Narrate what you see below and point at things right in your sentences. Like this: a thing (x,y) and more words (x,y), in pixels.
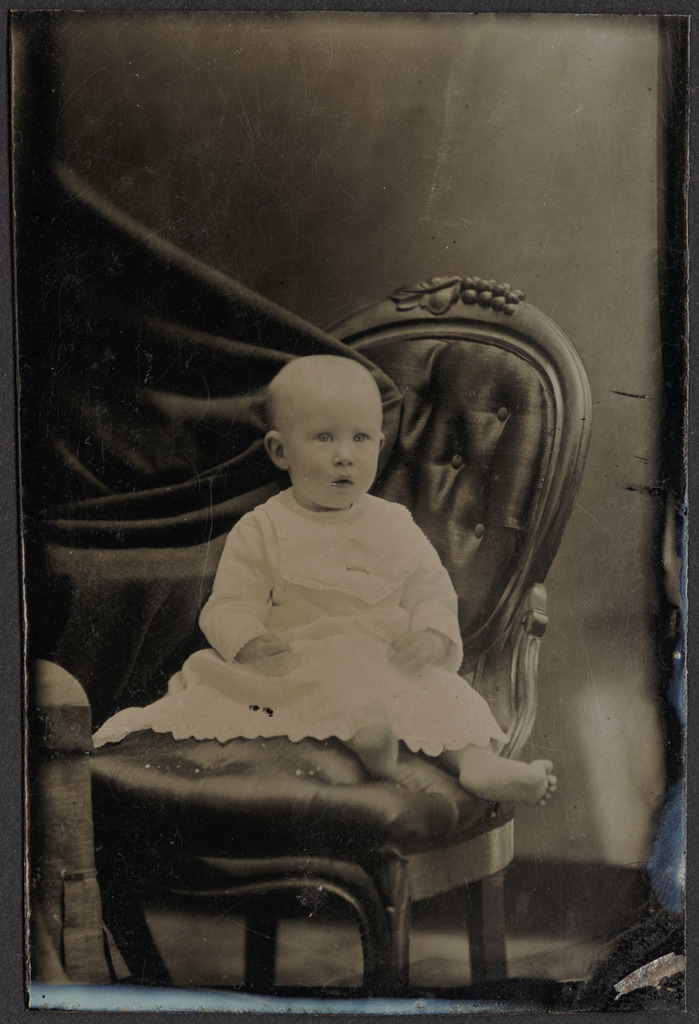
In this picture, we can see a poster (480,513) of a person (396,529) sitting on the chair (460,826), and we can see the ground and some object (50,739) on the bottom left side of the picture (217,963).
